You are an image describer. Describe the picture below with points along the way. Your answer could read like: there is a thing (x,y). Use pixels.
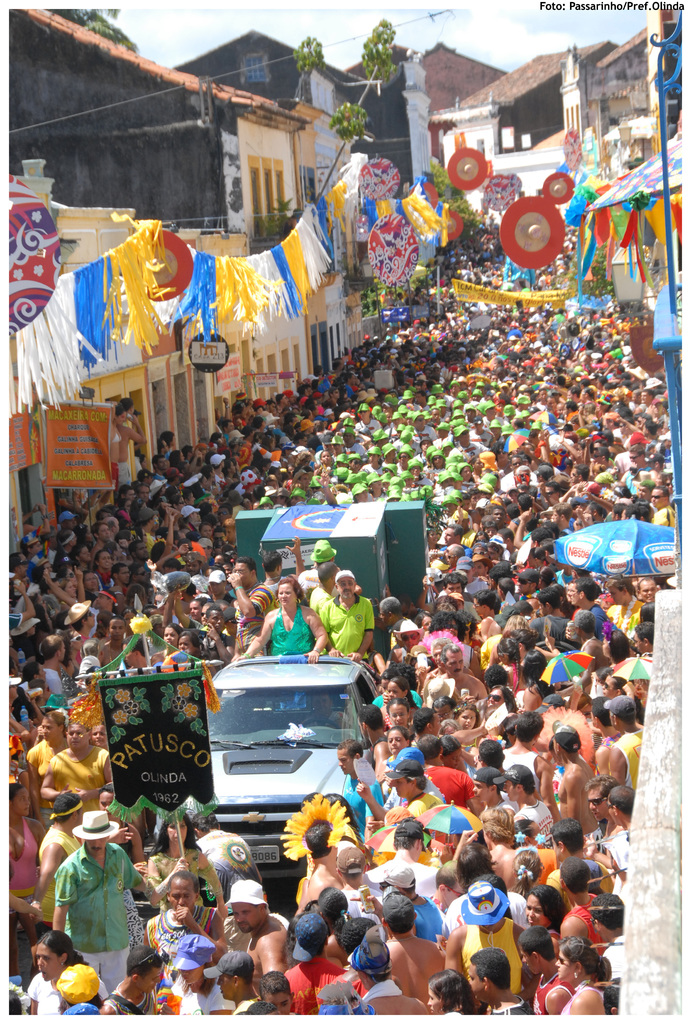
In this image, there is an outside view. There is a crowd (541,329) in between buildings (561,160). There are some persons (262,630) standing on the vehicle (282,677) which is in the middle of the image (348,573).
